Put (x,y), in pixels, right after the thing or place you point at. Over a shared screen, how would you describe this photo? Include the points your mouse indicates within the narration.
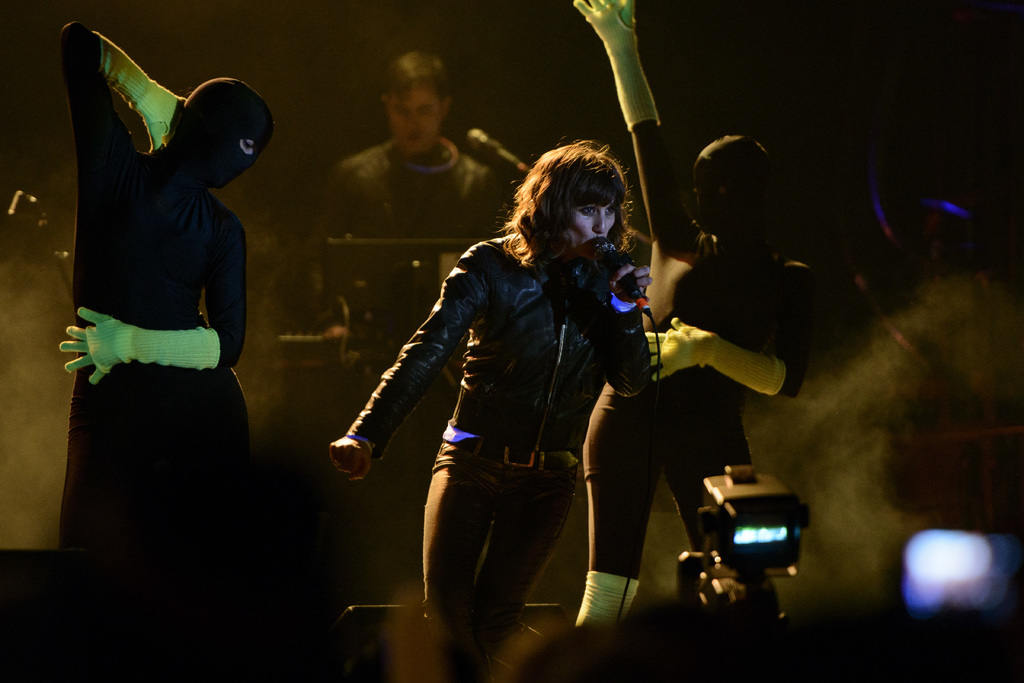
In this image, we can see two people (732,184) dancing, there is a woman (540,320) singing into the microphone (634,279), we can see some lights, in the background (449,185) we can see a man (383,233) sitting and playing a musical instrument (407,273).
